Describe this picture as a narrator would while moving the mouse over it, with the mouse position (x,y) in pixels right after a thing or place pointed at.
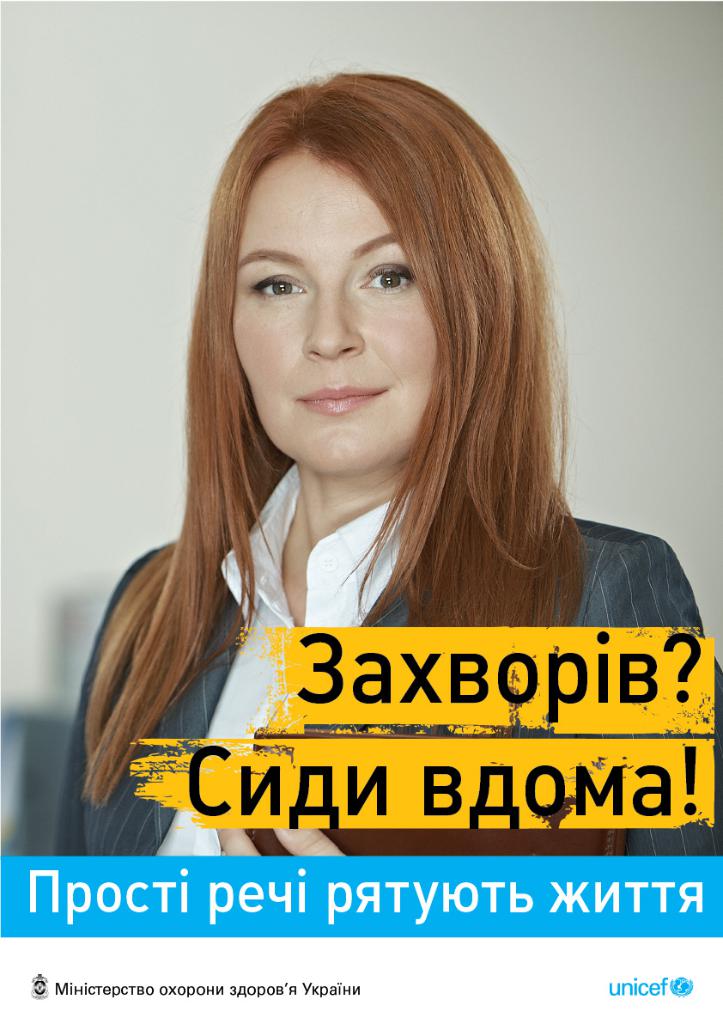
In this image we can see a women (501,370) of brown hair (503,458) wearing a white shirt (234,672) and a coat (201,702), holding a file (375,839) in her hand (321,839).
